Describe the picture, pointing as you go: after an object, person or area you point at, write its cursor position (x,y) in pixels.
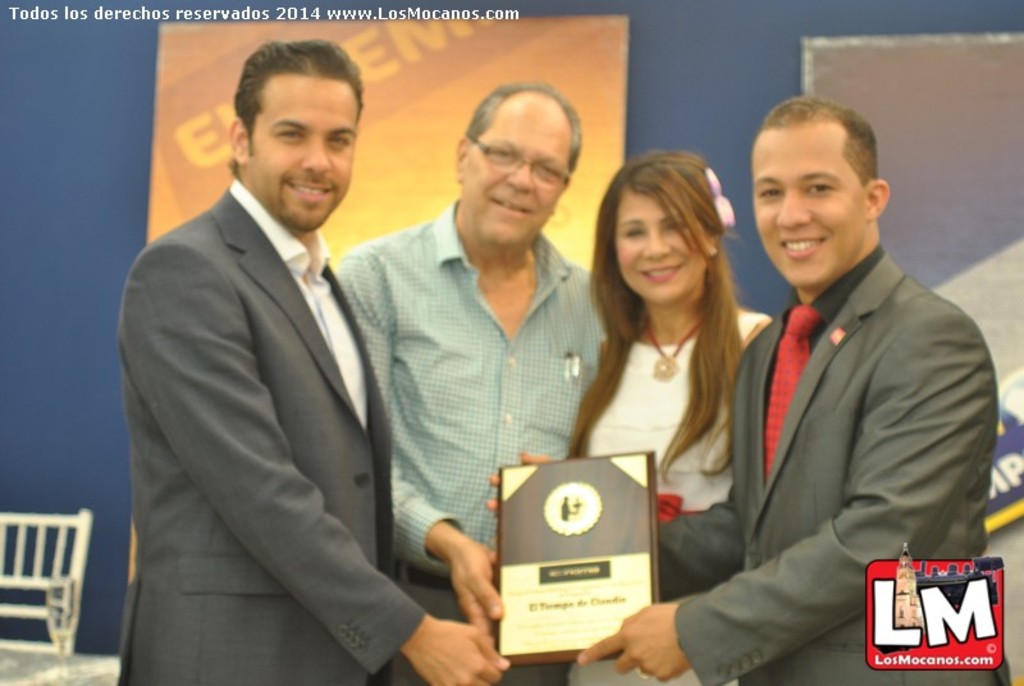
In this picture there are four people (360,411) standing and holding a frame (601,519). In the background of the image (496,83) we can see boards (505,73) on the wall (727,163), chair (44,518) and glass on the table (107,670). In the bottom right side of the image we can see logo (1000,565). In the top left side of the image (28,15) we can see text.
